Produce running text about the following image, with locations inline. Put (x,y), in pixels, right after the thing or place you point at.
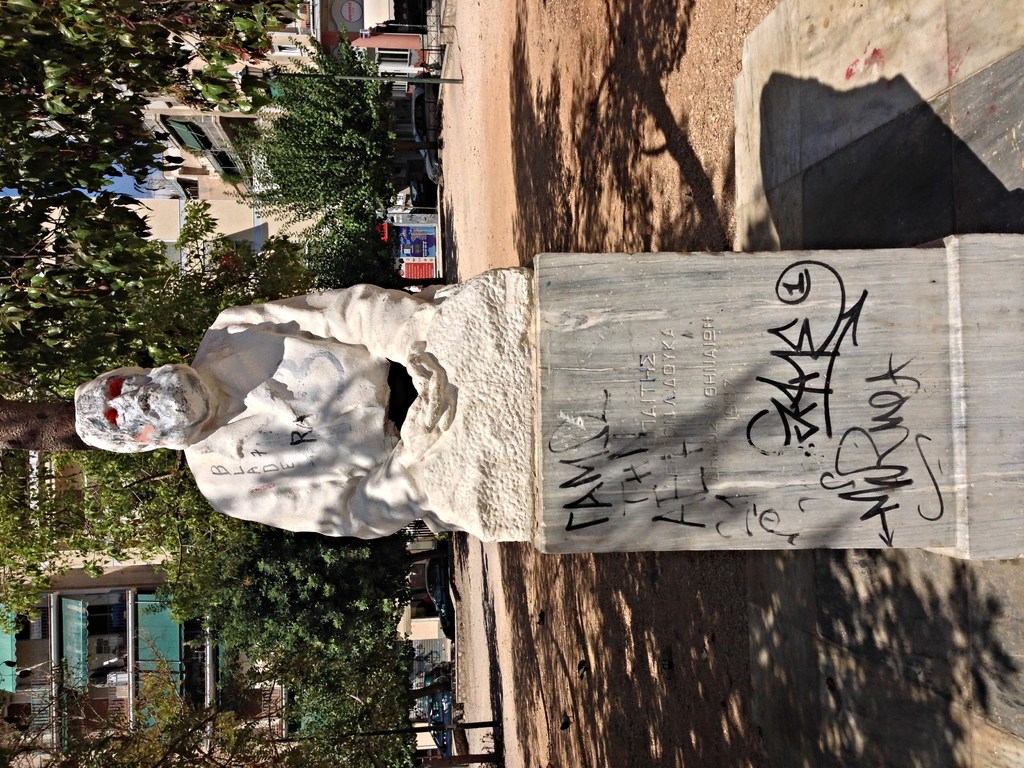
Something written on this stone (789,380). Above this stone (705,430) there is a statue (310,438). Background (215,31) there are trees (315,114), buildings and vehicles (417,198).
